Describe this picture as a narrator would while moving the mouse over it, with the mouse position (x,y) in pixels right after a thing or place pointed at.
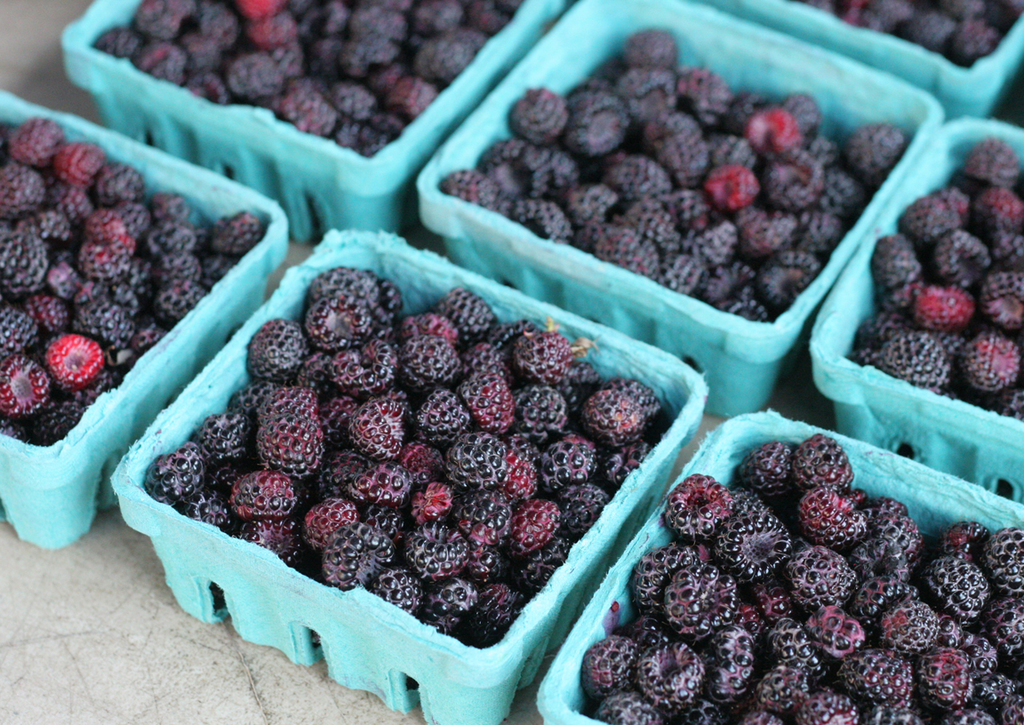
In this image, I can see the boxes (51,462) with raspberries (795,478), which are kept on an object (69,662).
